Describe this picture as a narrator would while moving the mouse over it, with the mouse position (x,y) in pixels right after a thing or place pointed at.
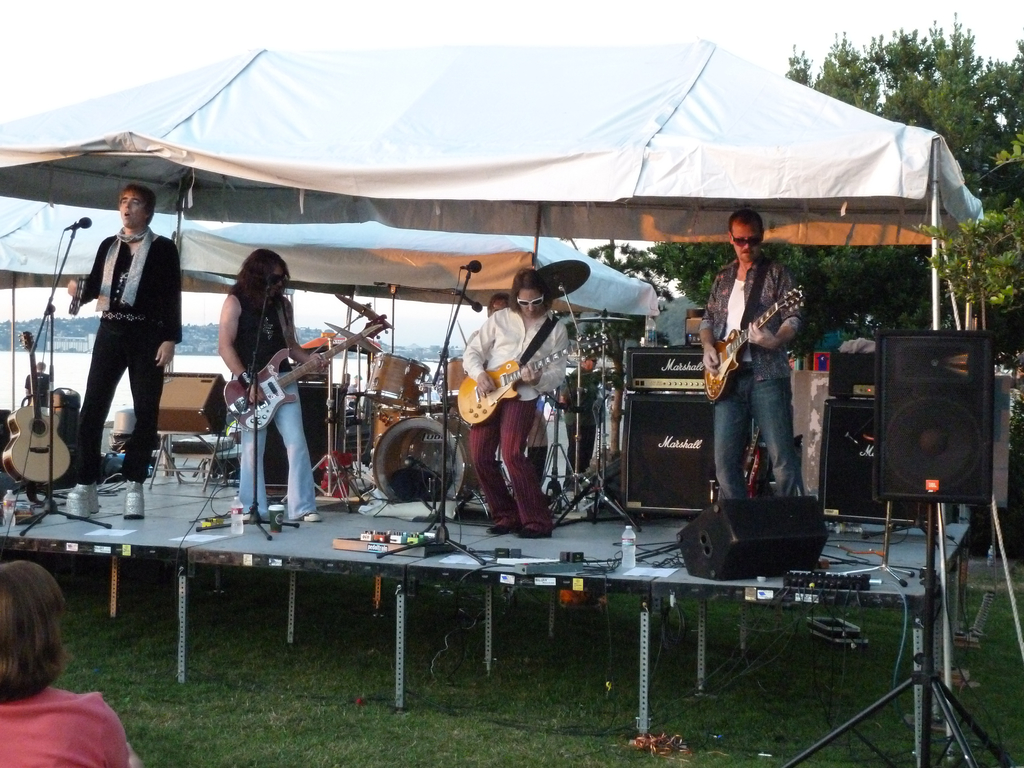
In this picture we can see four persons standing on the stage (328,537). And these persons (510,370) are playing guitar (711,400). He is standing in front of mike (87,222). This is the grass (281,723). And on the background (939,125) we can see a tree (935,67) and this is the sky (110,36).
